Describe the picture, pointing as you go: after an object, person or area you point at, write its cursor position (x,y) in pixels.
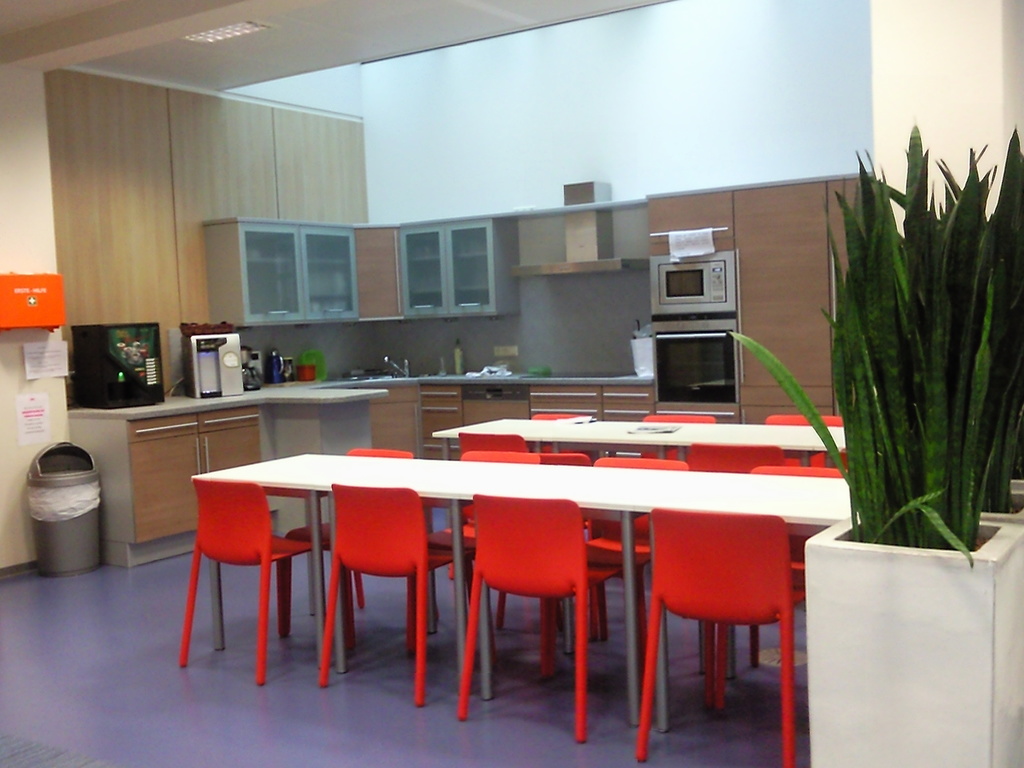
In this picture we can see tables (610,483), chairs (659,547) plants (874,511), cupboards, microwave oven (700,273), tap (404,373) and some objects (151,331).
